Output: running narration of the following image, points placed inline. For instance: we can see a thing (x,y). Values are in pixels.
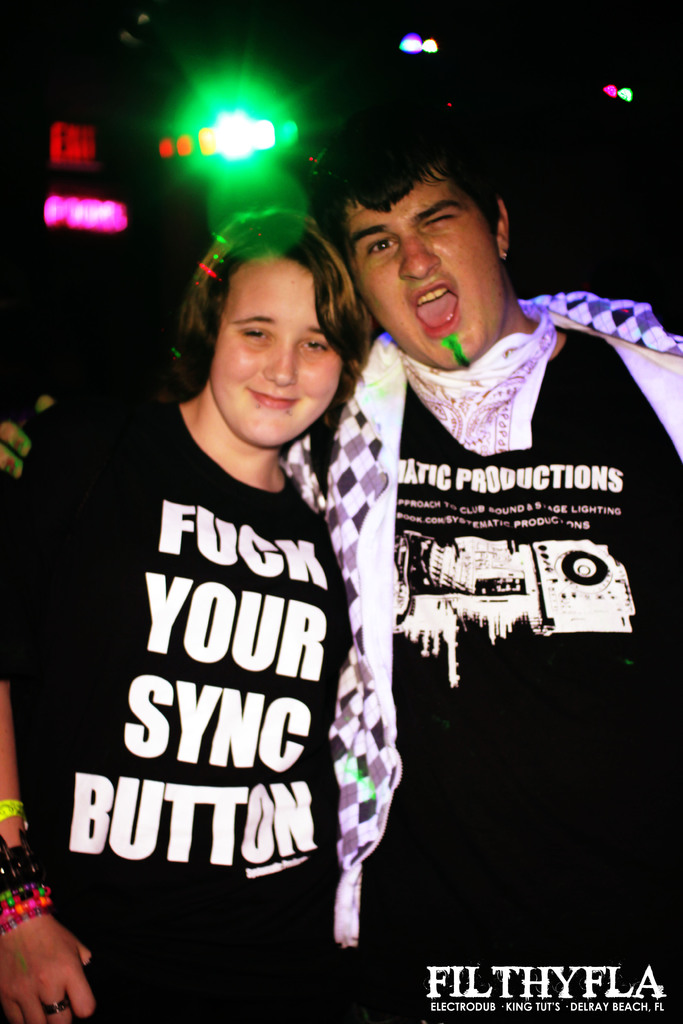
In this image there are two persons (378,585) wearing black color dress (253,773), in the bottom right (583,1011) there is text (496,1009), in the background (243,144) there is a light (250,116).
